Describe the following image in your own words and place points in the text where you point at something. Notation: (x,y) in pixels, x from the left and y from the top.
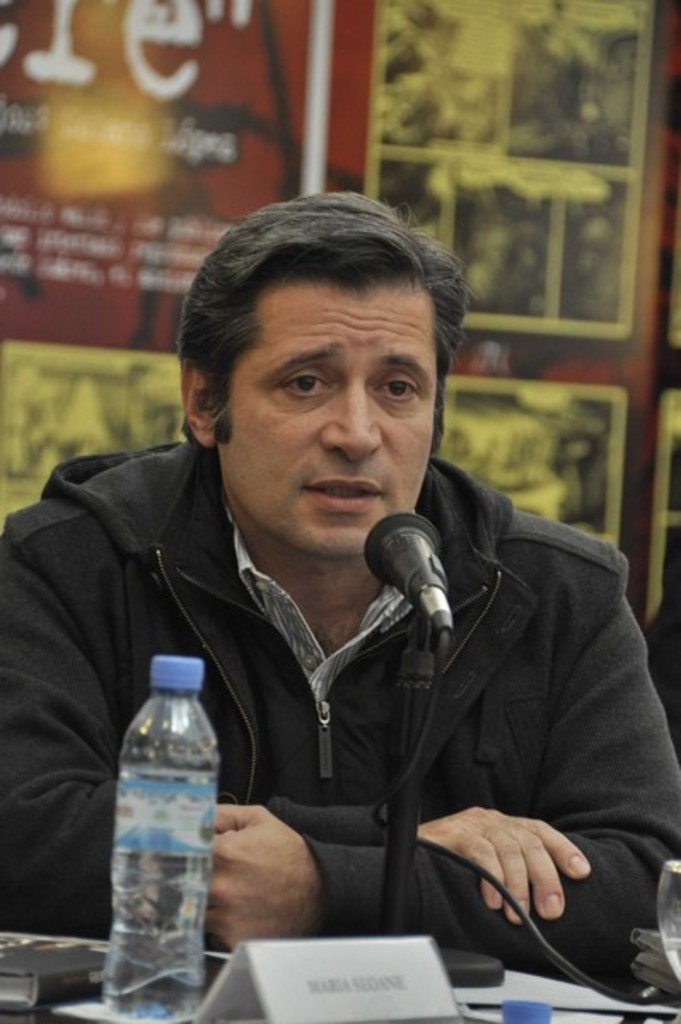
In this image I can see a person (373,671) sitting in-front of the table (494,983). On the table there is a bottle (161,955), book (40,995) and the mic (430,684). In the background (307,153) there is a board (224,177).
